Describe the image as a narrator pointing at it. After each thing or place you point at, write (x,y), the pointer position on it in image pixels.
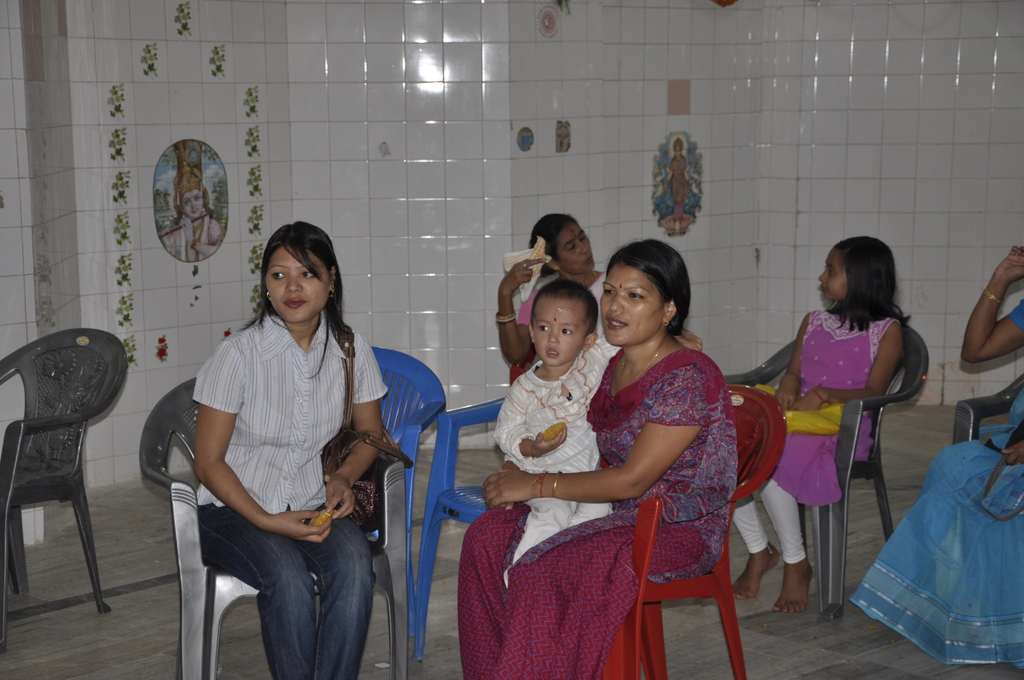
In this image I see 4 women (551,276) who are sitting and i can also see this woman (704,532) is holding a child (535,535) and there is a girl (829,485) over here who is sitting on the chair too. In the background (790,330) i see the wall (27,291).
